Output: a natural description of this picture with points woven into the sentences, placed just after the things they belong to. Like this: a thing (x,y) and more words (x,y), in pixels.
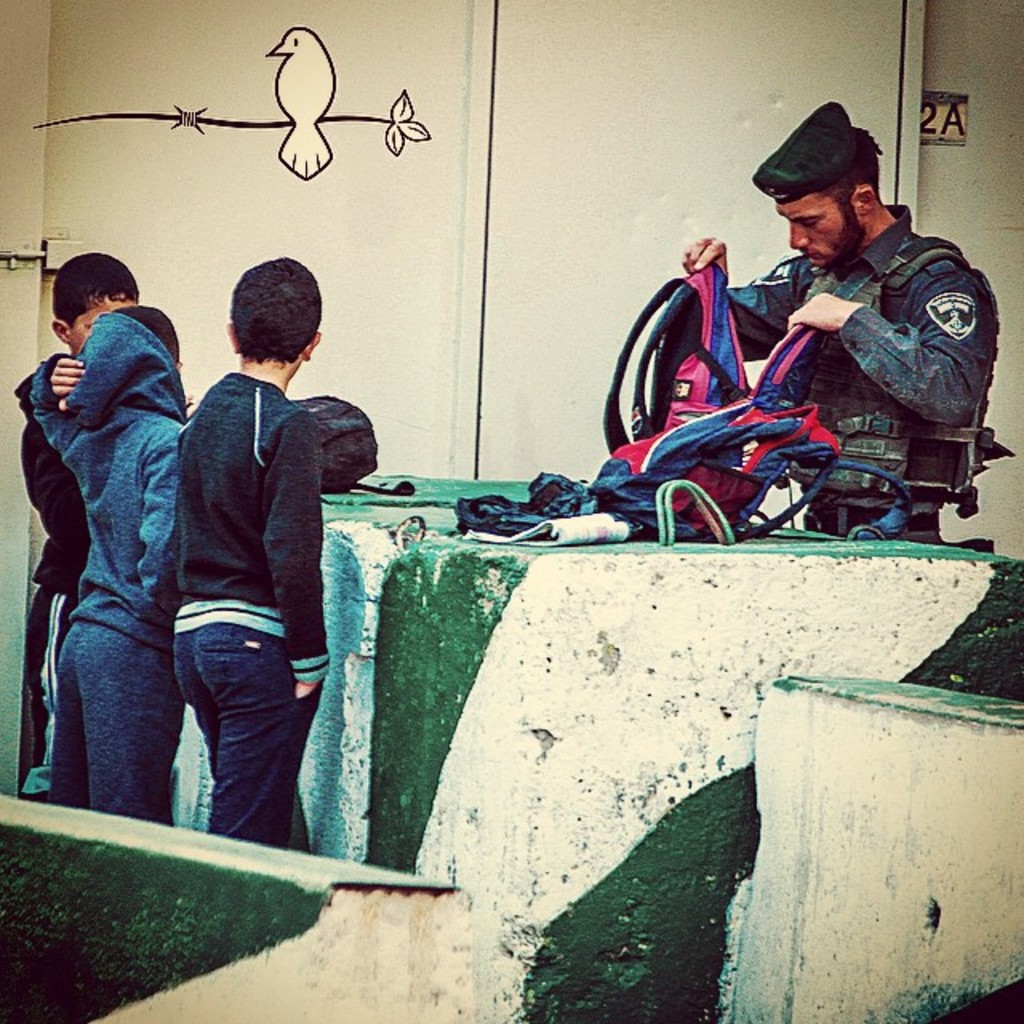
Here we can see four persons (867,249). He is holding a bag (808,444) with his hands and there are clothes (475,513). In the background (272,208) we can see a wall (922,66) and there is a painting (320,107).
